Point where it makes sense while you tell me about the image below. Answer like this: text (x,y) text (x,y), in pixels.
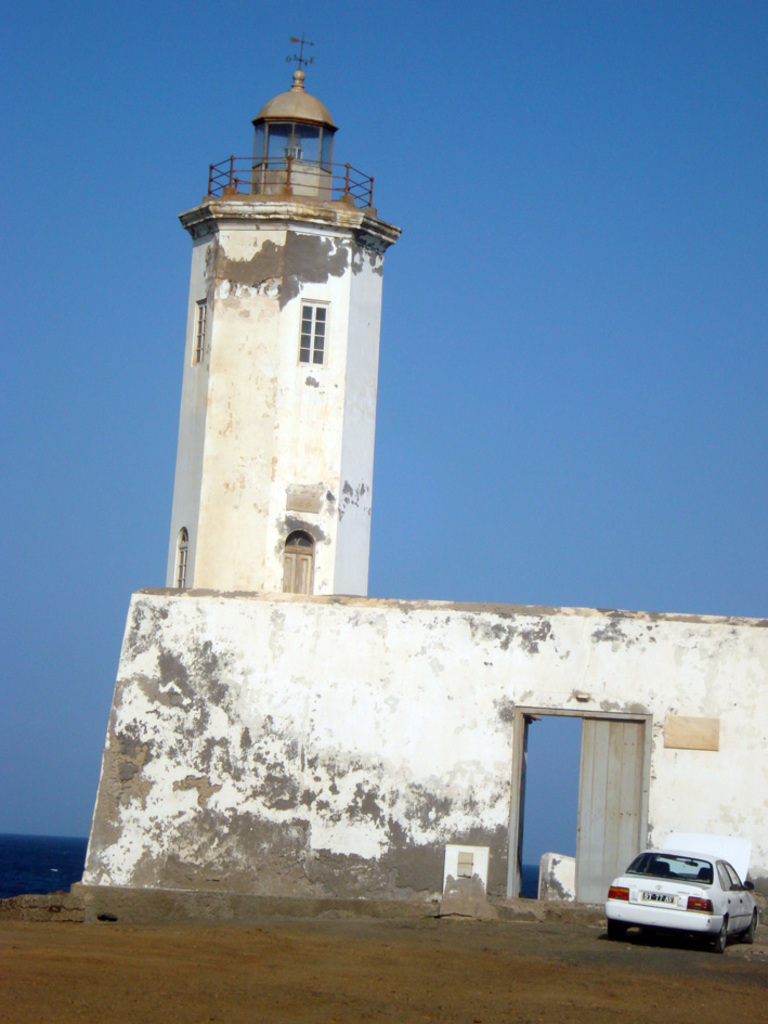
In this image I can see the car (621,910) on the ground (527,961). The car (662,886) is in white color. In-front of the car (694,898) I can see the wall (303,681) and the tower (238,298). In the background (422,250) I can see the blue sky (582,479).
